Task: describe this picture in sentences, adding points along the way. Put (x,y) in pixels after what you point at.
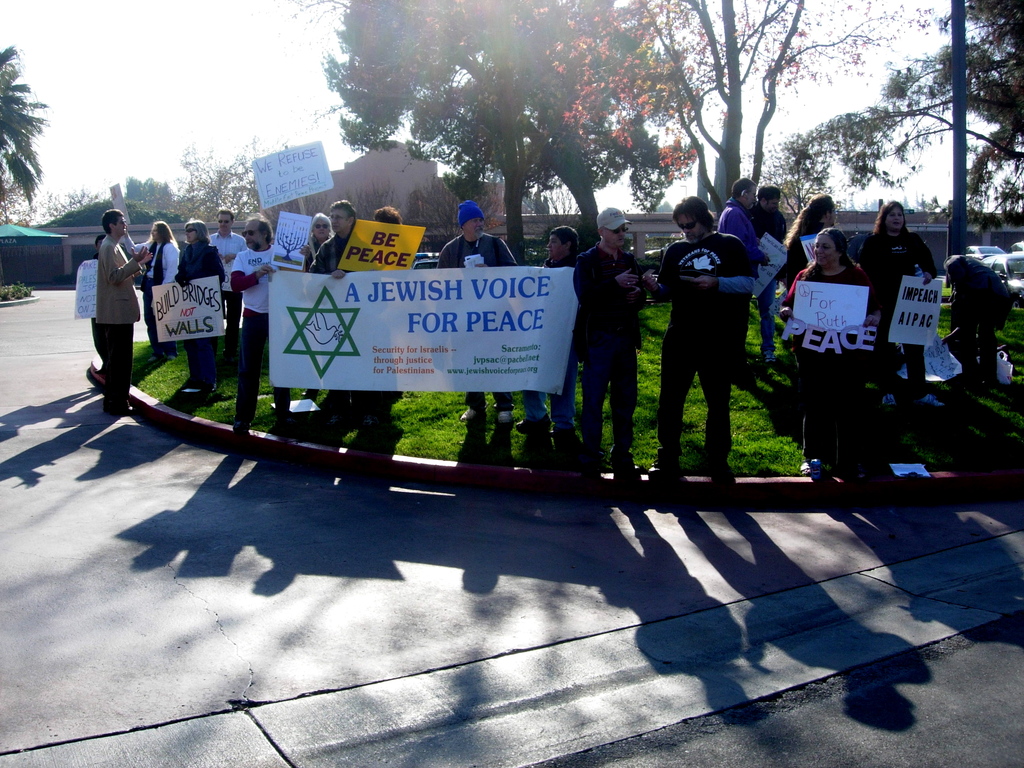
In this image we can see people (903,260) are protesting by holding banners (364,302) in their hand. In the background (629,132), we can see trees (613,106), pole (963,129), grassy land (702,400), boundary wall (854,221) and building (376,182). The sky (147,86) is in white color. There is a road (483,640) at the bottom of the image (469,640).
